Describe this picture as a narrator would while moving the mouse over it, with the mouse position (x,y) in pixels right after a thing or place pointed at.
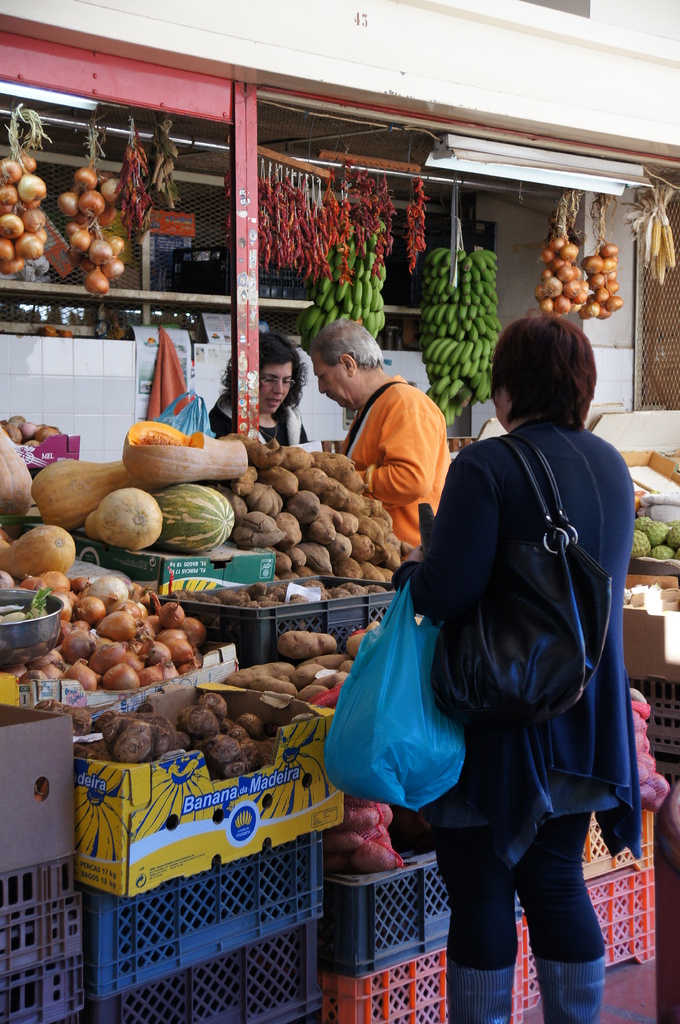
In this image we can see three persons (416,410), one of them is holding a cover (400,685), she is wearing a bag (503,679), there are vegetables (109,584) in the baskets (301,602), and some vegetables (286,643) are on the boxes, there are some vegetables (378,231) hung to the rods (265,151), there is a house (80,395), and lights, also we can see some other baskets (255,906).
